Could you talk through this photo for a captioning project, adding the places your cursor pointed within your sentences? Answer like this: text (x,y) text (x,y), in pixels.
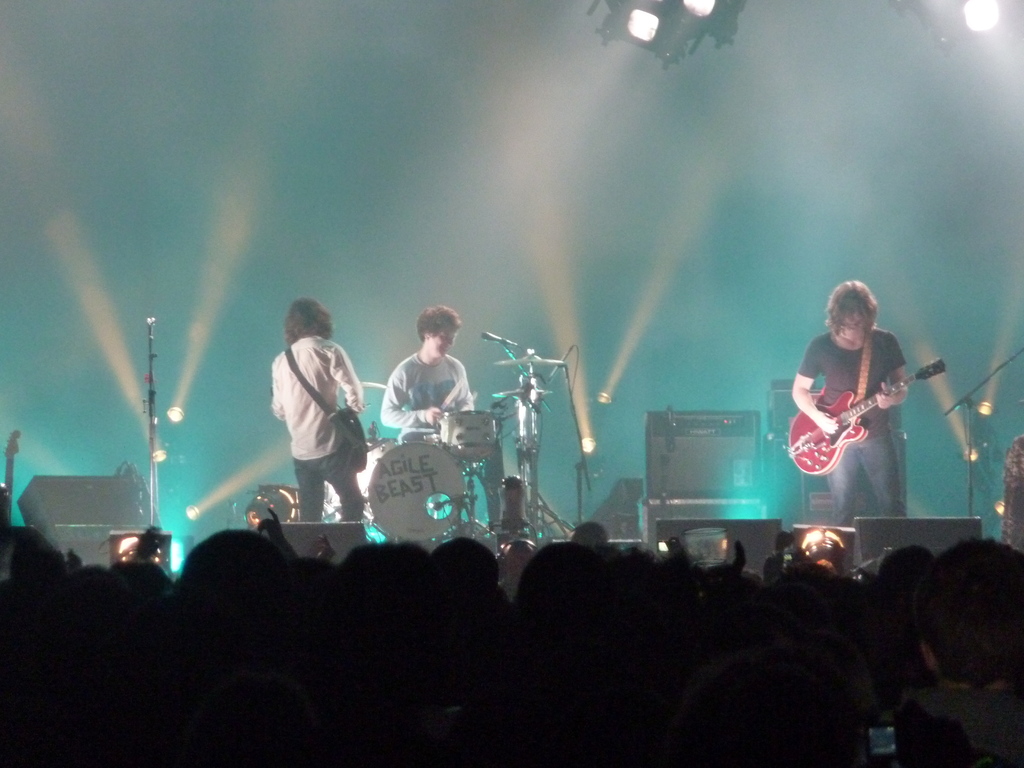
In the image we can see there are people (855,383) who are standing on stage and holding a guitar (828,445) in their hand (879,399) and playing a drum set (392,471) and people (436,603) are watching them.
